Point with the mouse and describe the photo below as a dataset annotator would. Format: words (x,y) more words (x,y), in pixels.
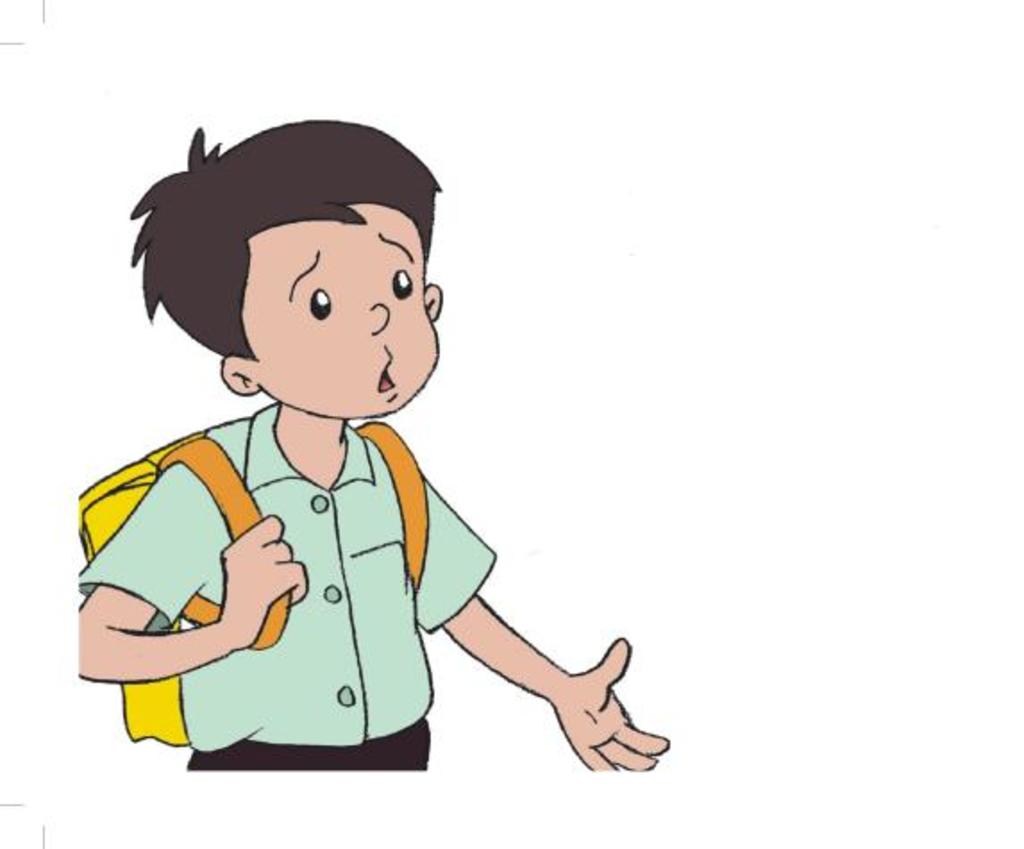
In this picture I can see cartoon image of a boy (401,507) wore a school bag (248,498) and I can see white color background (727,291).
